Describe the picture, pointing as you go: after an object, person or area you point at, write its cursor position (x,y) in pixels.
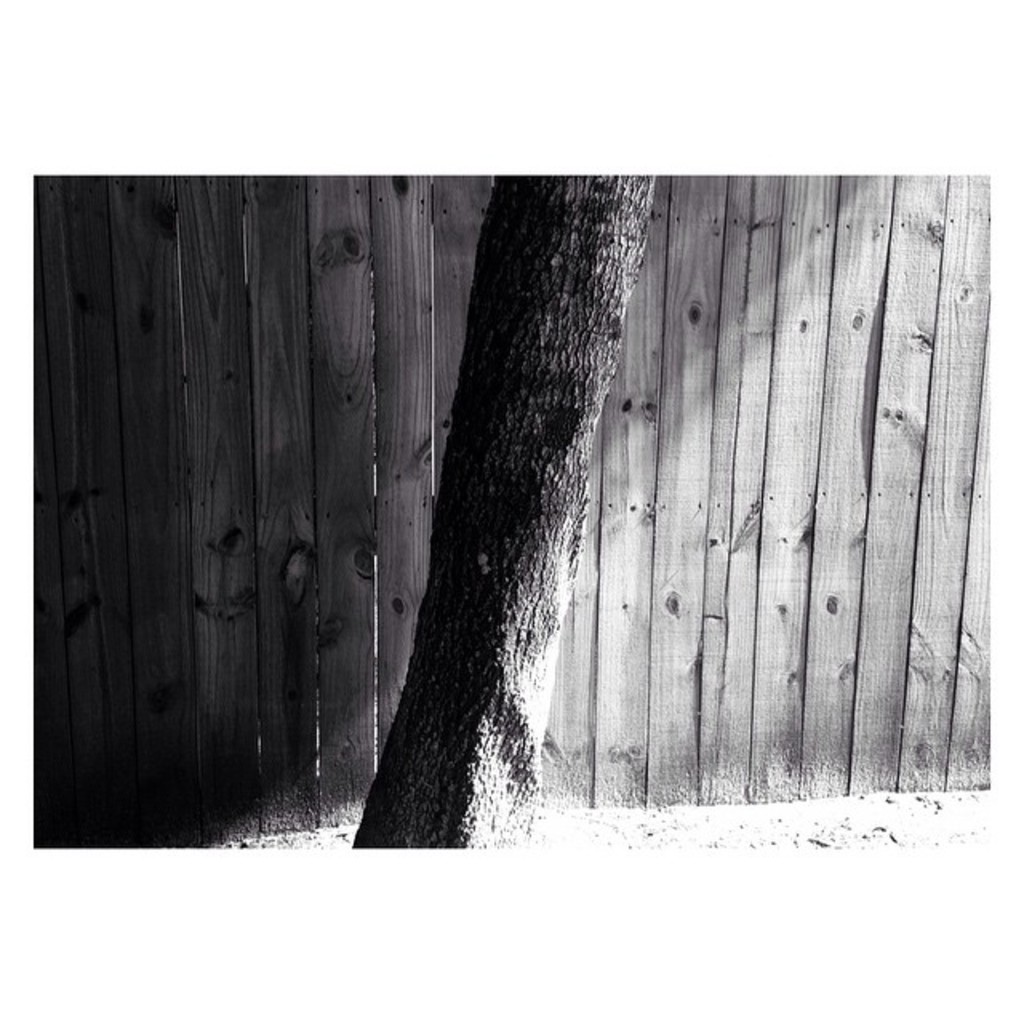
In the foreground of this image (493,637), there is a tree trunk (500,647) and a wooden wall (288,461) in the background (208,502).
